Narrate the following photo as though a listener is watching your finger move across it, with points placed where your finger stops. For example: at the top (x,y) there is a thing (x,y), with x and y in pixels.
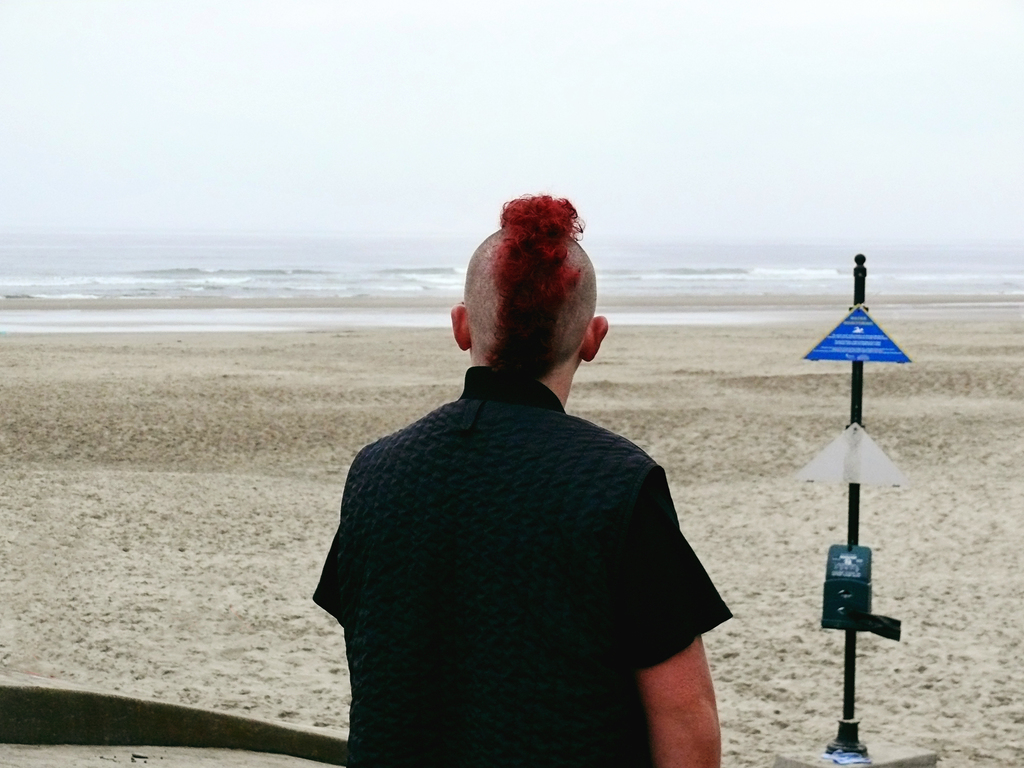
In this picture we can see a person (581,529) with red hair (516,264) standing near the sand (614,367) and looking at the sea (173,260). On the right side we have sign boards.
